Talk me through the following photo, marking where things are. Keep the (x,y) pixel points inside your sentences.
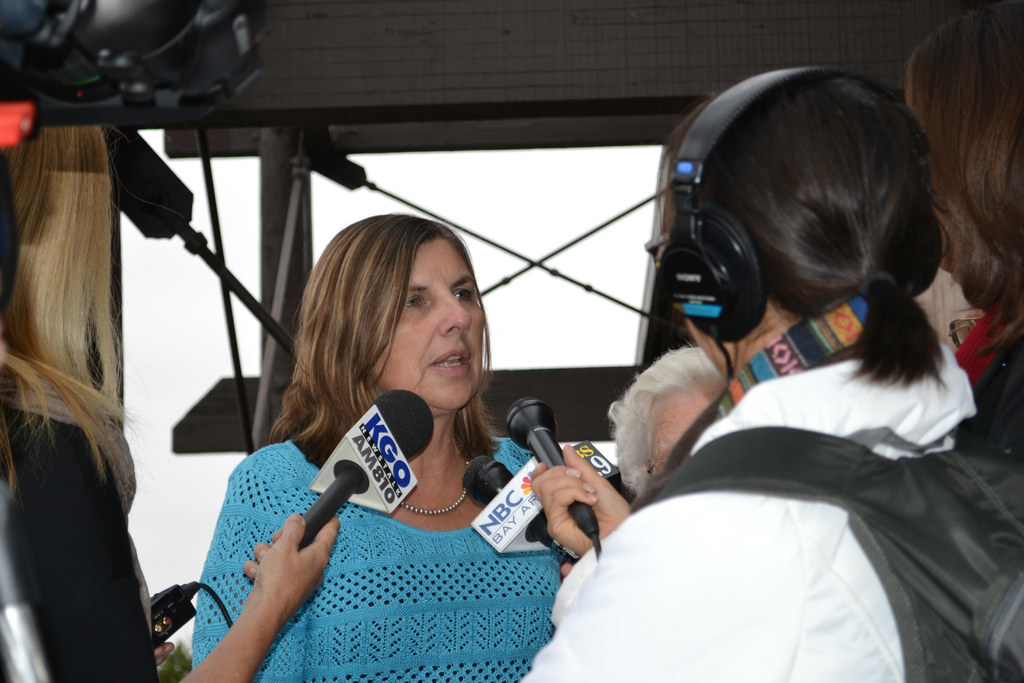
In this image i can see a group of people (856,332) standing, a woman (448,306) standing here is talking in a microphone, the woman (771,294) standing is wearing a bag (959,504), and head phones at the top (182,4) there is a camera (182,4). At the background (608,81) there is a wall (586,96) and a window (526,202).
